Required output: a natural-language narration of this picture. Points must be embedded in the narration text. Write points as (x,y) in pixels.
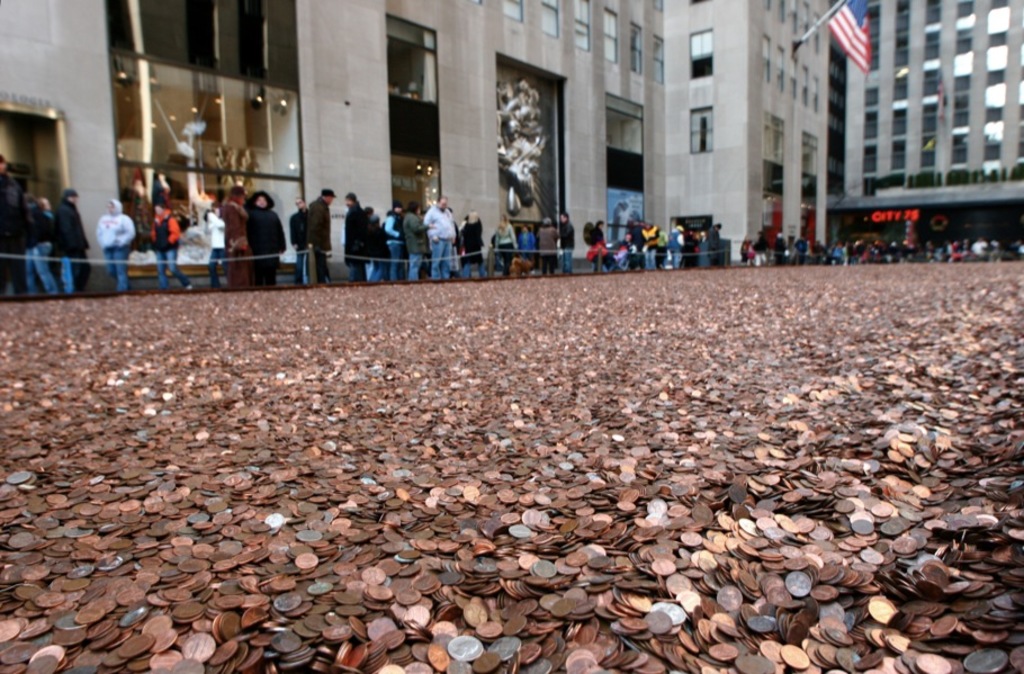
In this picture we can see coins (180,330), there are some people (367,224) standing and some people (547,224) are walking in the middle (485,228), in the background (671,228) we can see buildings (659,81), a flag (859,21) and glasses (180,129).
